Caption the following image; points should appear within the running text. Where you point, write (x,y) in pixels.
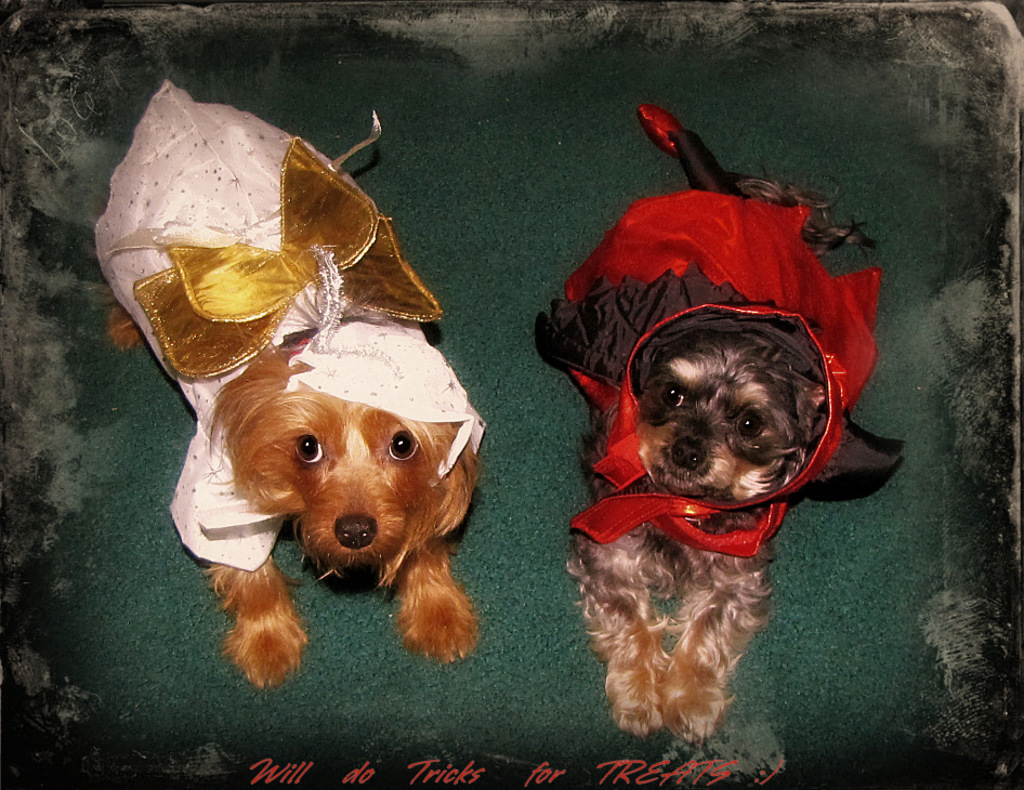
In this picture we can see there are two dogs (220,525) in the dresses (262,292) are laying on the carpet (493,592). On the image there is a watermark (327,768).
